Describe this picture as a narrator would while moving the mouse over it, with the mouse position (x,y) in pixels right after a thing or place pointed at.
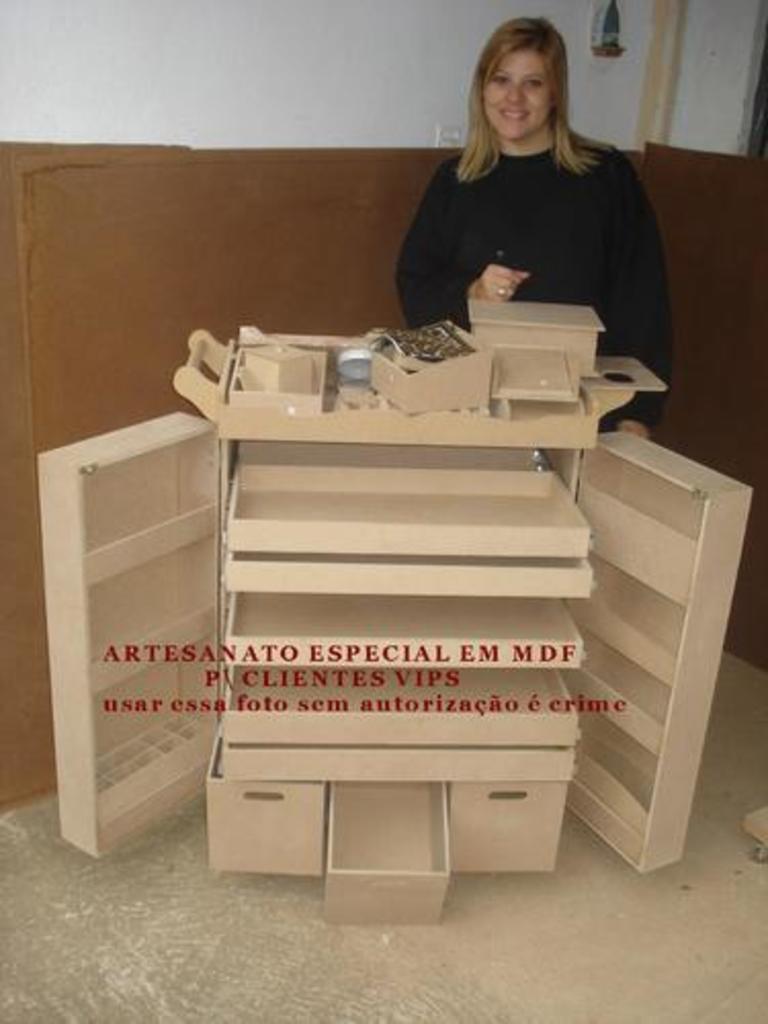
In this image I can see the person (447,231) with the black color dress (454,281). In-front of the person (435,251) I can see an object (269,627) which is in brown color. In the background (385,247) I can see the wall (41,756) which is in white and brown color.
